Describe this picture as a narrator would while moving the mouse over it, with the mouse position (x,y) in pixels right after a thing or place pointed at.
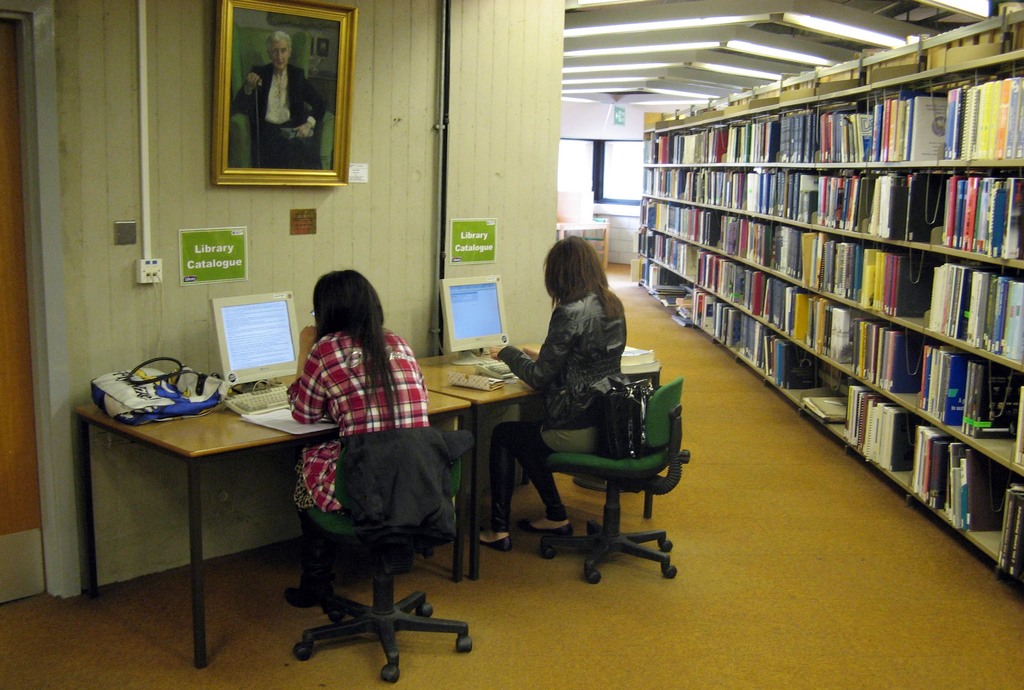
These two persons (513,433) are sitting on the chairs (371,552). We can see monitors (260,375), bags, books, keyboard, papers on the tables (443,406). We can see wall (405,31), poster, racks (894,83) contain with books (889,119). On the top (833,18) we can see lights (738,22) and this is floor (726,573).
